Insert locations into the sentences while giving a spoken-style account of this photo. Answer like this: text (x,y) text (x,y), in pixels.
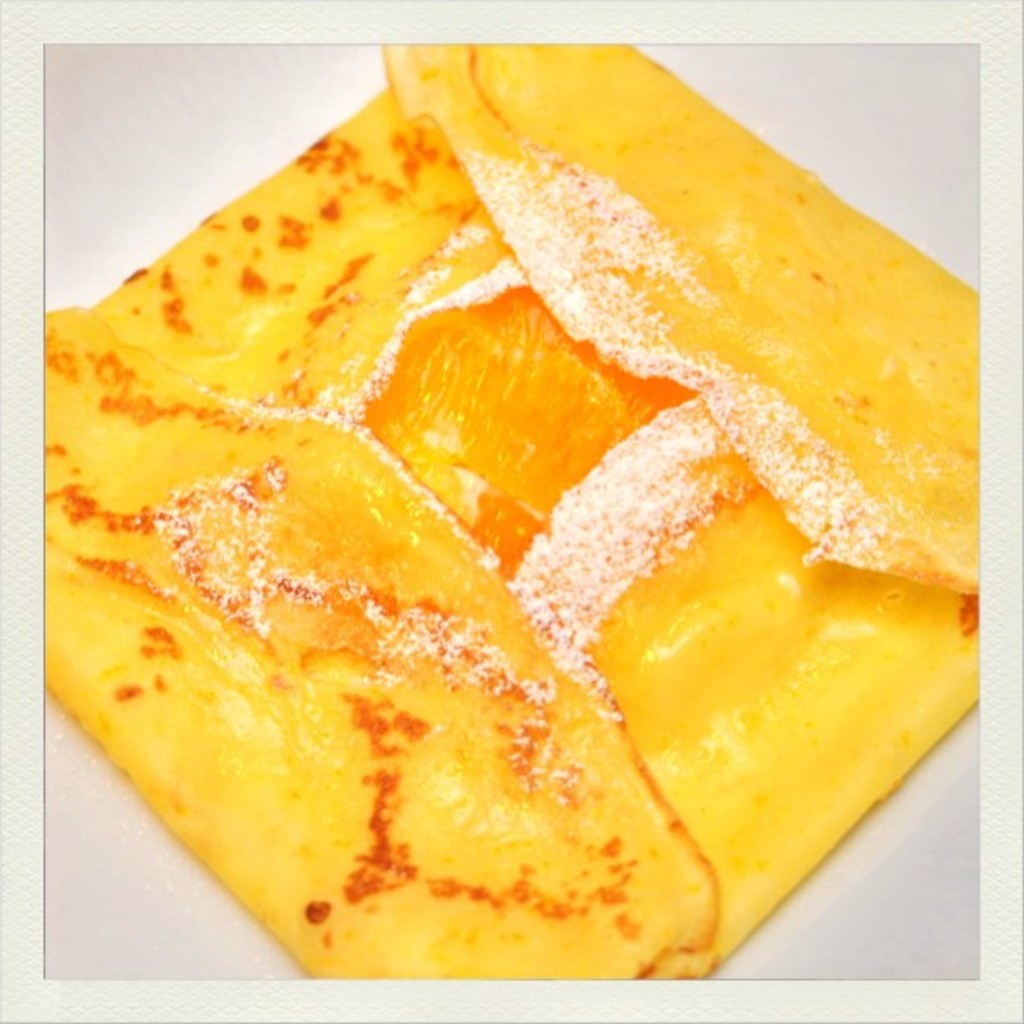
In this image there is a food item (671,467) on the white color surface (248,164).
